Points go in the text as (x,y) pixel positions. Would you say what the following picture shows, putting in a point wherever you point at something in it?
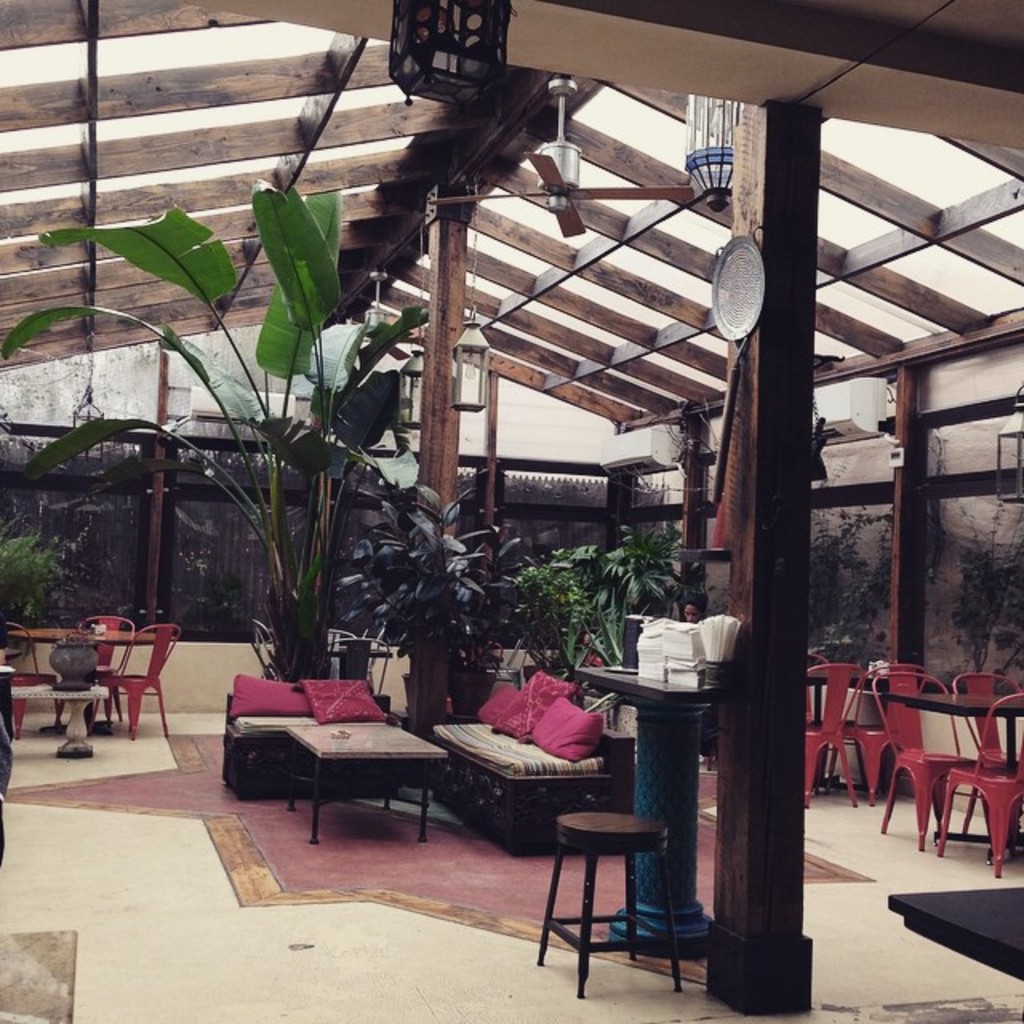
In this picture we can see a stool (582,917), stand (648,801) with papers (679,669) on it, tables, chairs (991,766) and these all are placed on the floor (150,888) and in the background (237,705) we can see pillows (256,699), pot (57,660), plants (432,560), pillars (447,440), fan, lanterns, roof (596,256) and some objects (53,698).
